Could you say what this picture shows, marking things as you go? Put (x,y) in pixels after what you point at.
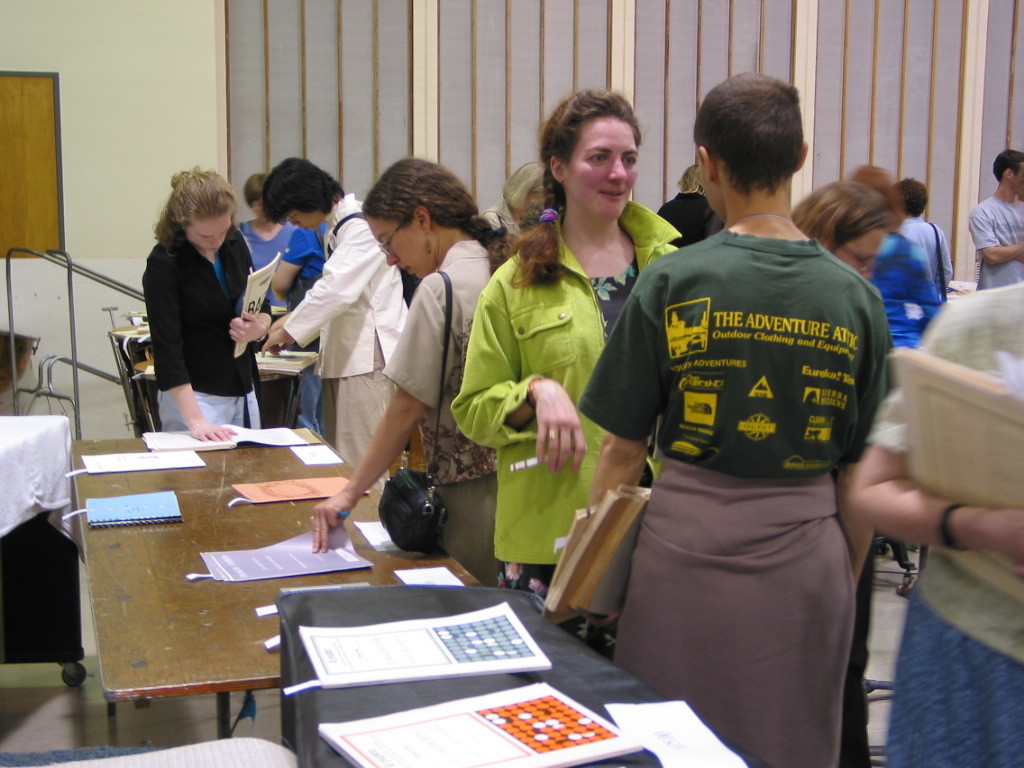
On the left (163,645) there is a table (162,638). There are books (281,553) on the table (126,537). On the right (711,141) there are people (779,416). There is a lady (389,203) wearing a handbag (425,544). There is a woman (260,333) holding a book (260,303). In the background (271,83) there is a wall (665,34).
